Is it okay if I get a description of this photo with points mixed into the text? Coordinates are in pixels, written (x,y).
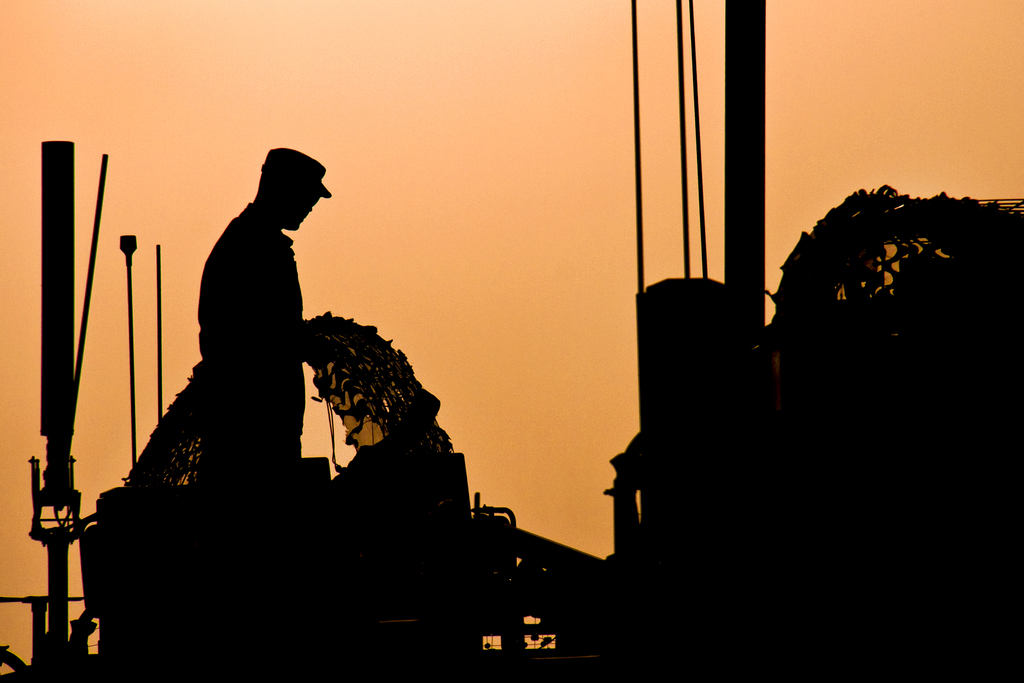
In this image we can see a person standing holding an object (376,395). We can also see some poles (728,305), rods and the sky (616,380).
